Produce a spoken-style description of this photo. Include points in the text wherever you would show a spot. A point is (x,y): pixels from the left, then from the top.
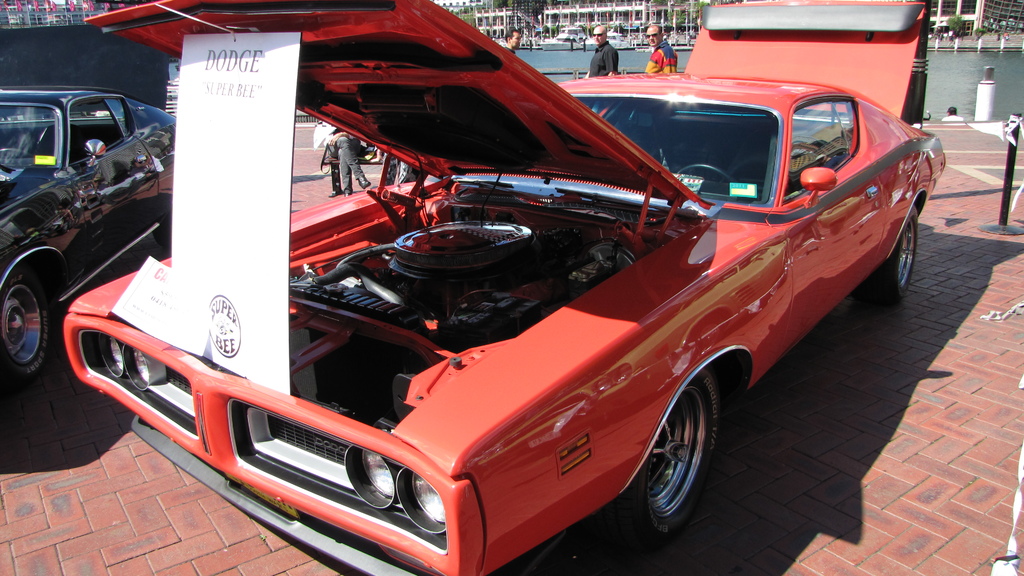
In this image in the center (488,262) there are two cars (427,234) and in the background (677,20) there are some buildings (501,15) cars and some people (602,44) and also there are some plants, in the center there is one small pond (930,70). At the bottom (868,415) there is a footpath (794,450).
